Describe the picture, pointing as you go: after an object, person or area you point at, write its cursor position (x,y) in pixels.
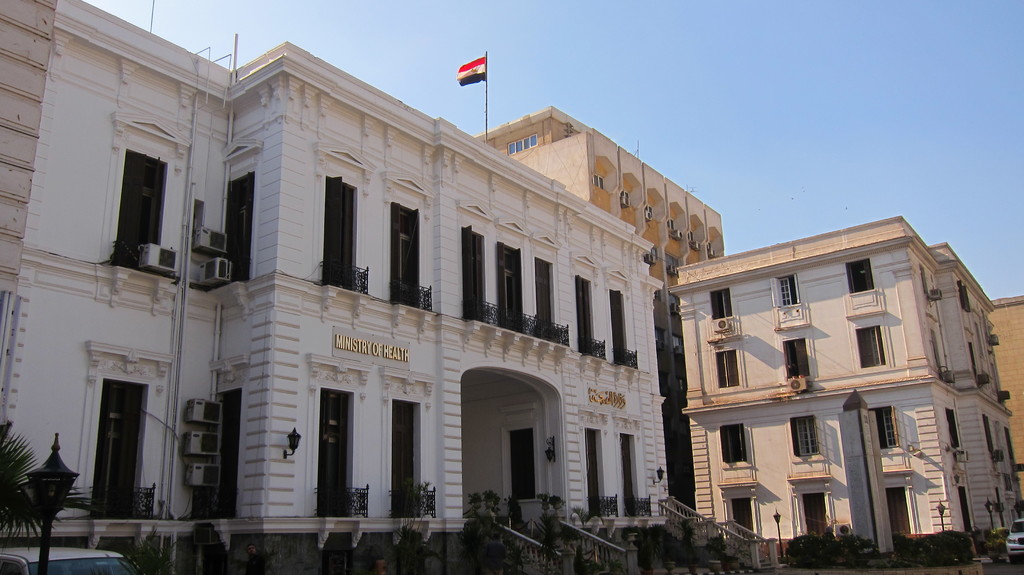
In this picture I can observe buildings (410,243) in the middle of the picture (445,285). In front of the buildings (445,285) there are some plants (401,547) in the bottom of the picture (432,529). In the top of the picture (472,82) I can observe flag (485,78). In the background (484,106) there is sky (671,78).
